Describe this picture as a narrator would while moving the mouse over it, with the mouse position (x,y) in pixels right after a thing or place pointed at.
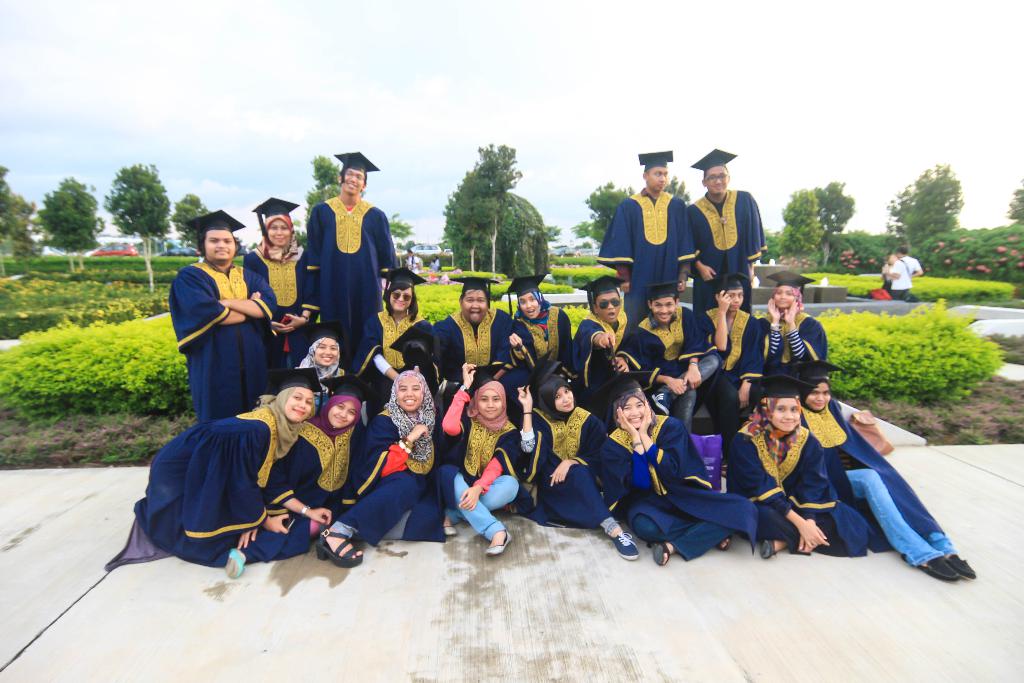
In the center of the image (362,236) there are people (768,518) wearing blue color gowns (652,344) and caps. In the background of the image (450,244) there are trees (478,208). There are plants (79,341). At the bottom of the image (510,633) there is road (676,600). At the top of the image (374,77) there is sky (233,91).
